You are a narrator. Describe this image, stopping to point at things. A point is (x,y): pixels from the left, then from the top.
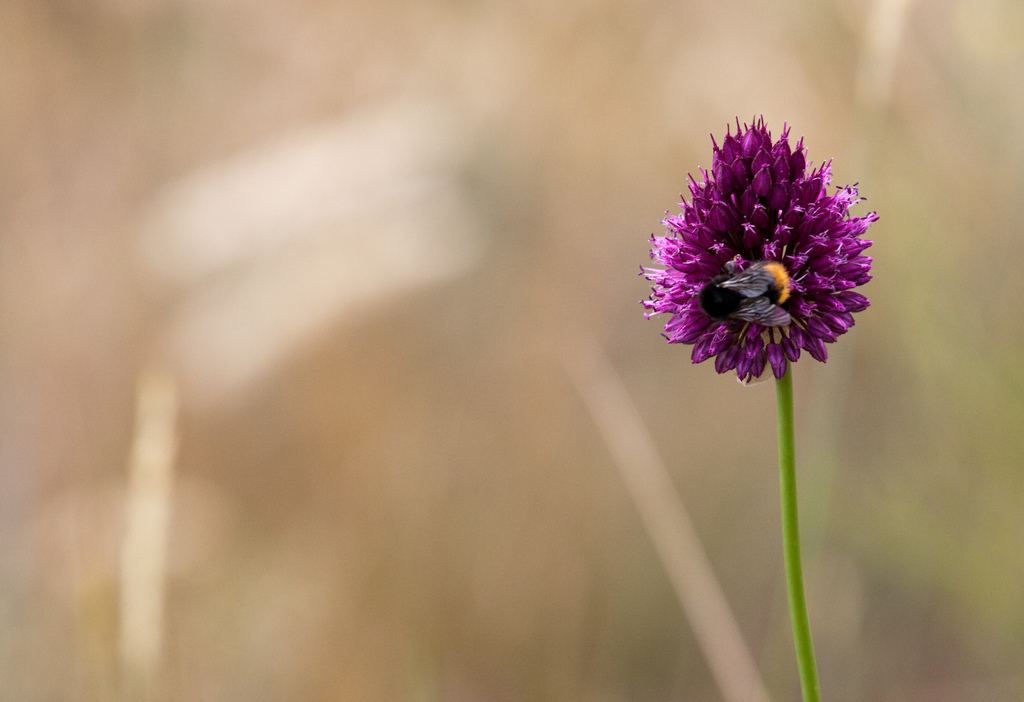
In this picture I can see a flower (797,322) with a stem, there is an insect (746,291) on the flower (852,307), and there is blur background (513,8).
